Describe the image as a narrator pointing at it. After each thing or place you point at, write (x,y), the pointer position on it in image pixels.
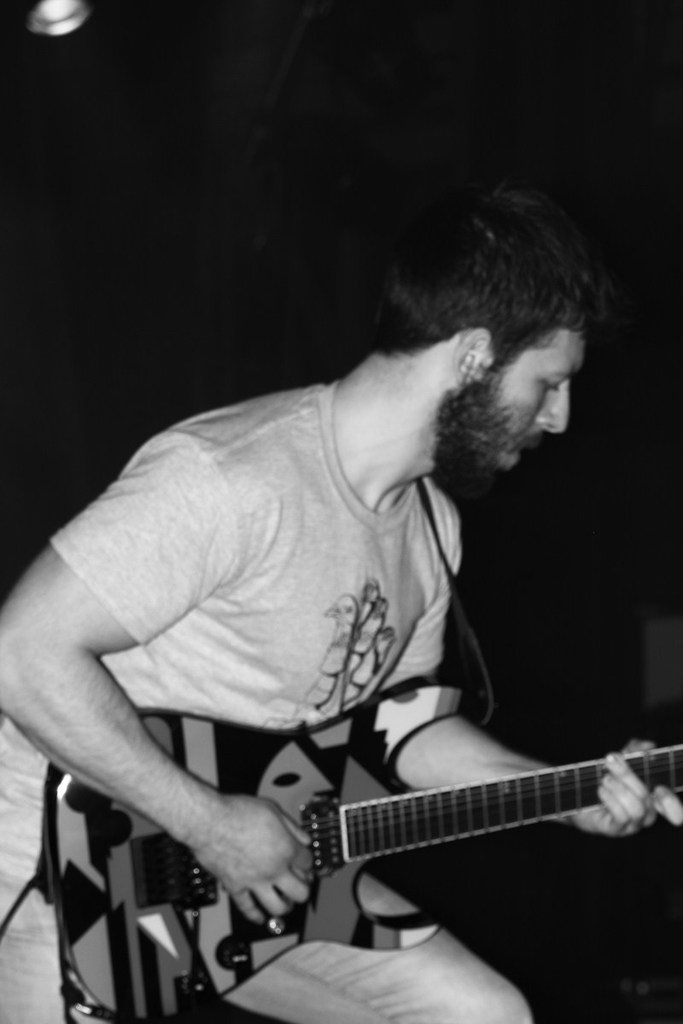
The person (277,685) is sitting and playing guitar (408,795).
